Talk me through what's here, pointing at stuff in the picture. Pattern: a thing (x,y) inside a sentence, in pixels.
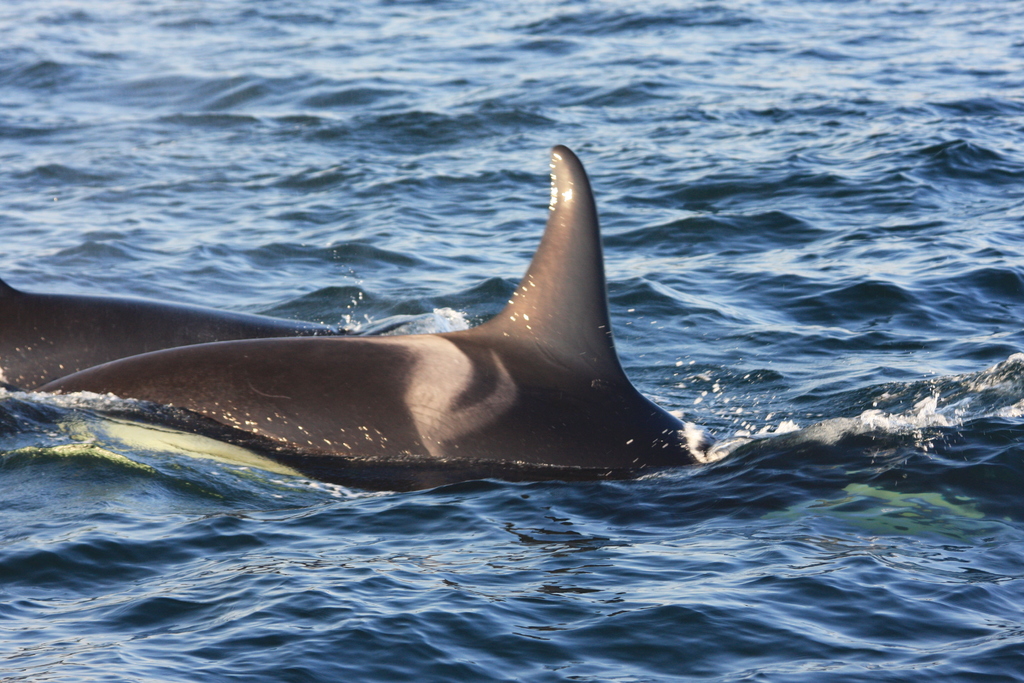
In this image I can see whales (172,425) in the water (766,363), the whales (257,419) are in gray color and the water (289,171) is in blue color.
